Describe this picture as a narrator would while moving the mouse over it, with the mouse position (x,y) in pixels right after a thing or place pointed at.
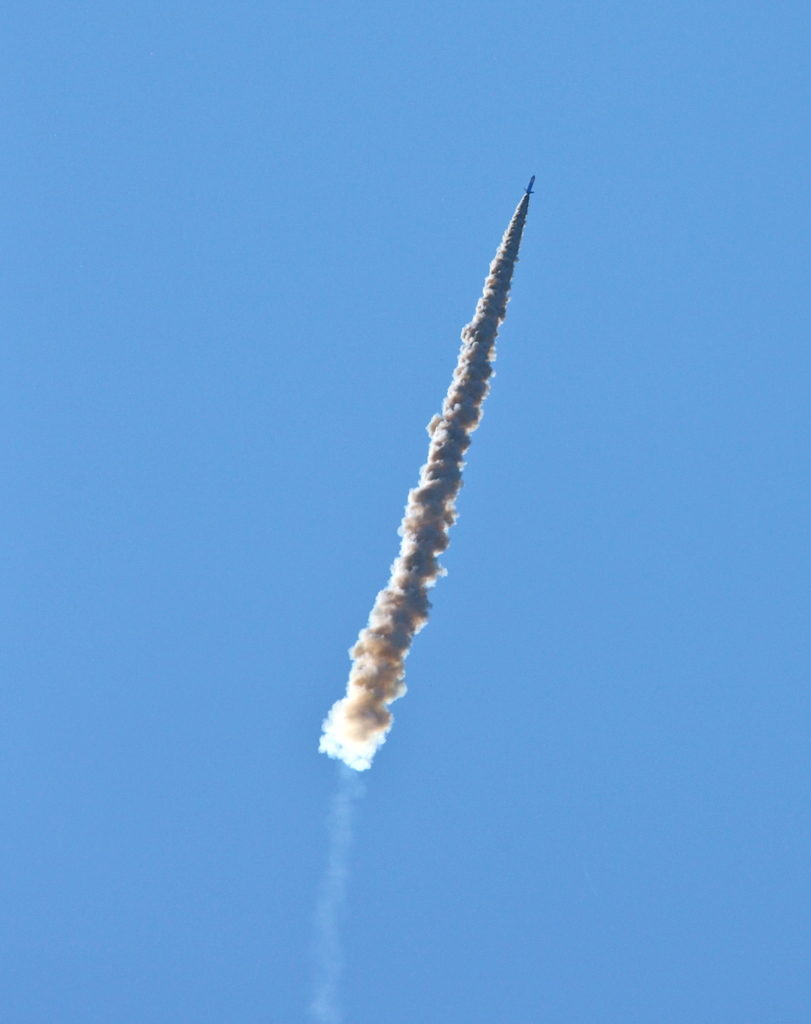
In this image we can see a rocket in the sky (543,176) and there is smoke (421,548).
